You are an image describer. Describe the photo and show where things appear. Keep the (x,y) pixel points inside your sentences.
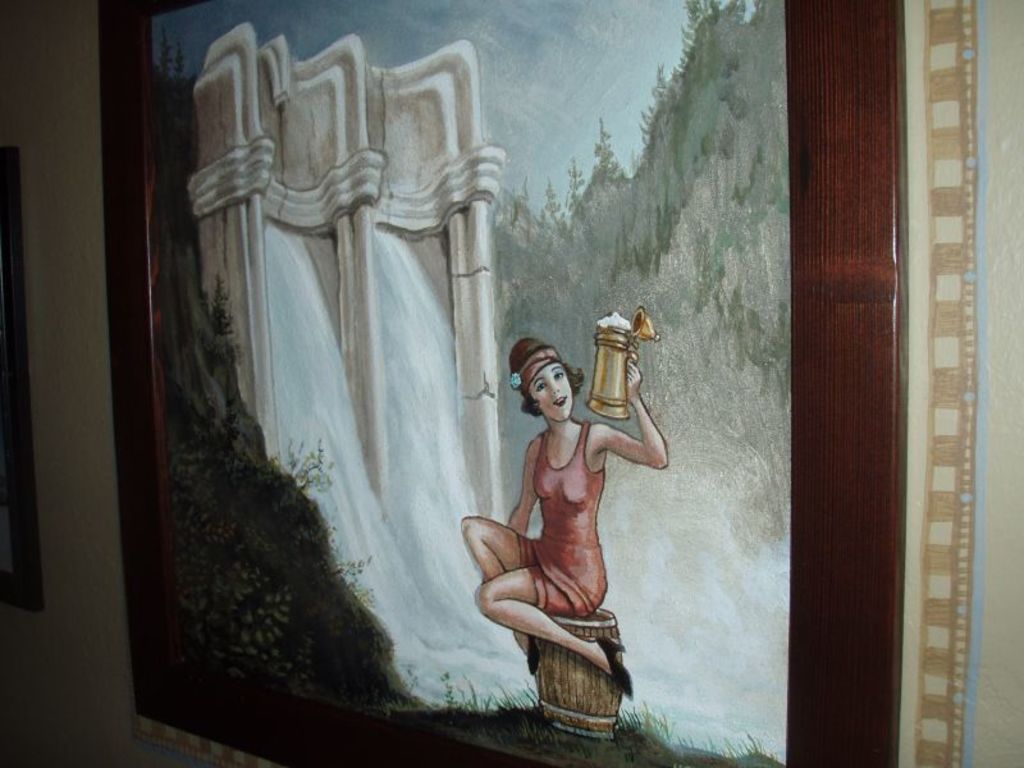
In this image I can see a painting frame (247,737) on the wall (974,433). I can see this painting (265,280) contains picture of a woman (552,386), grass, waterfalls (434,418), the sky (596,153) and I can see the woman (558,373) is holding a golden colour thing (628,342).
